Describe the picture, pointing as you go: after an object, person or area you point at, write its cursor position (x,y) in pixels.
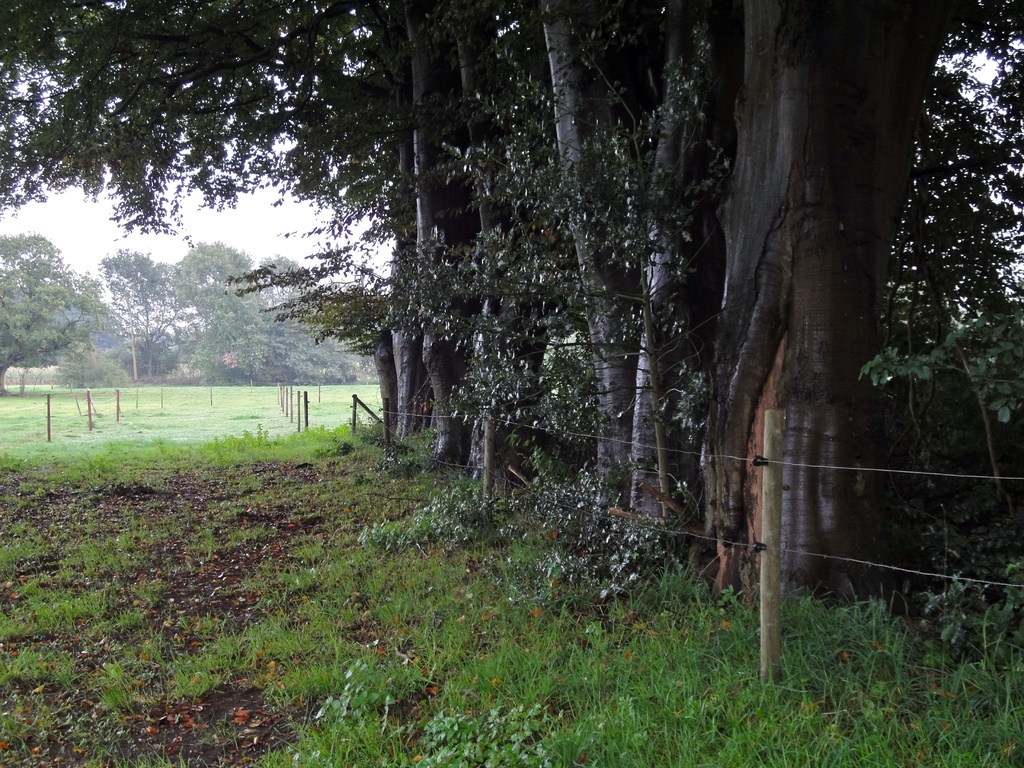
In this image I can see the ground (256,546), some grass (502,673) on the ground (616,697), few wooden poles (764,551), the fencing (485,449) and few trees (524,216) which are green in color. In the background (109,221) I can see the sky (172,219).
